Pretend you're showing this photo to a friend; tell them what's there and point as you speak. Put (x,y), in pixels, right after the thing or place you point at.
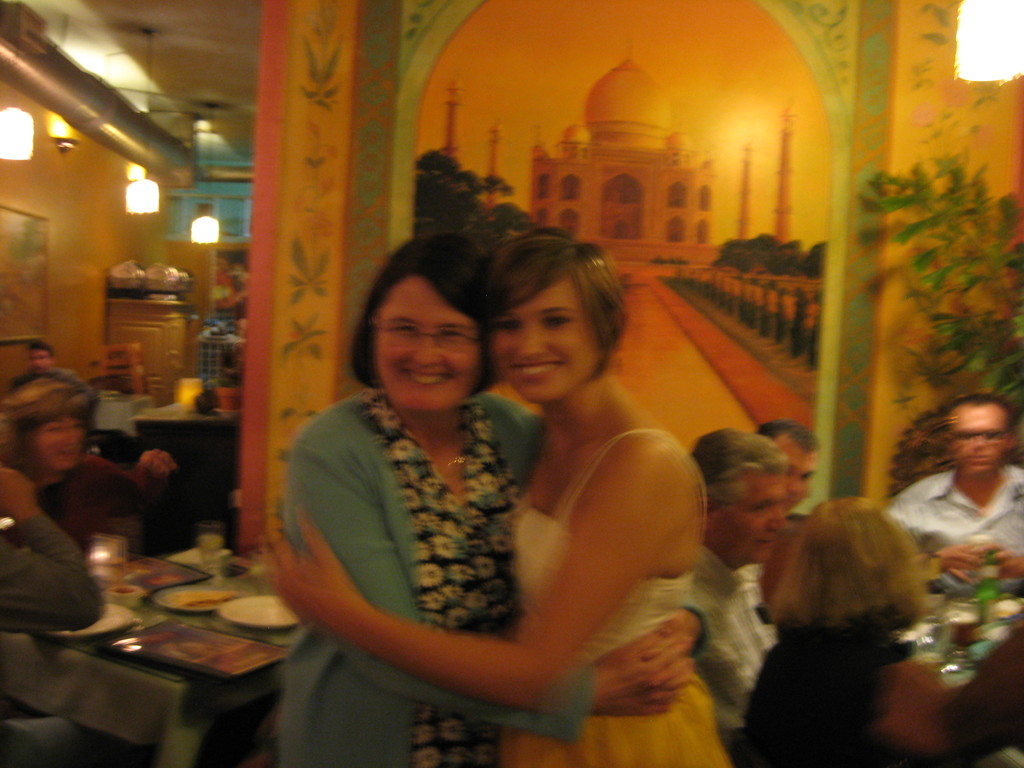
In the front of the image (578,378) two people (634,566) are standing and smiling. In the background of the image (783,475) there are people (888,529), tables (143,626), pictures (19,313), lights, plant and objects (200,339). On the tables (117,592) there are plates (110,619), cards (178,644) and objects (931,618). Pictures (30,272) are on the walls (332,257).
